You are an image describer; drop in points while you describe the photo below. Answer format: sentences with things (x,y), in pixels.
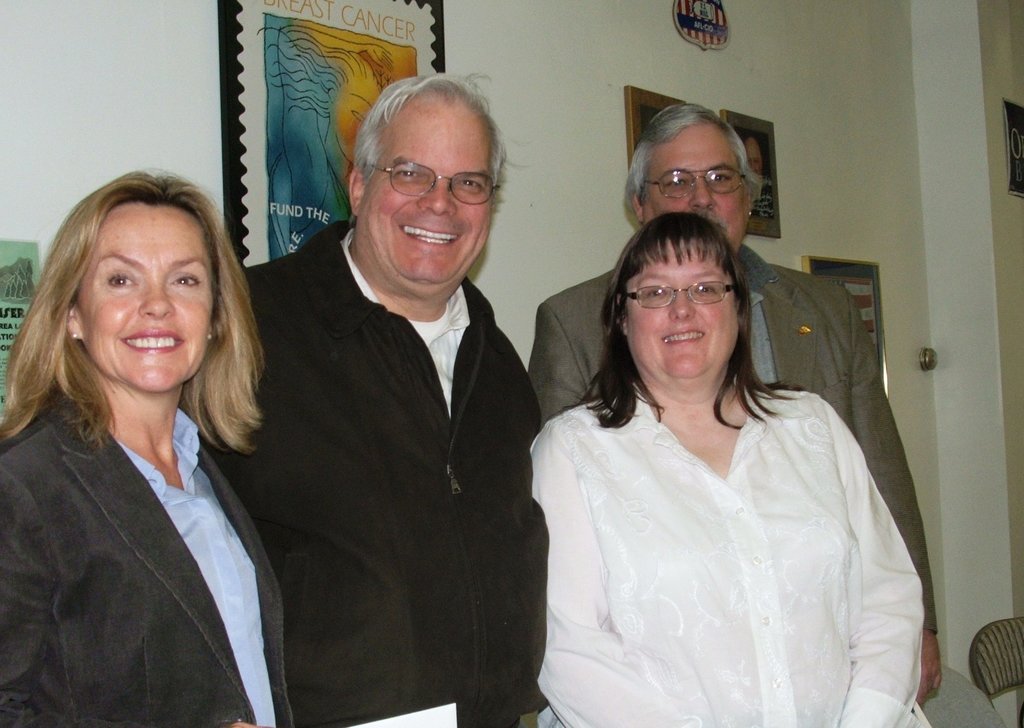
4 people (589,326) are standing in a room (946,335). The woman (160,476) at the left (111,593) is wearing suit (111,640). There are photo frames (227,101) at the back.
